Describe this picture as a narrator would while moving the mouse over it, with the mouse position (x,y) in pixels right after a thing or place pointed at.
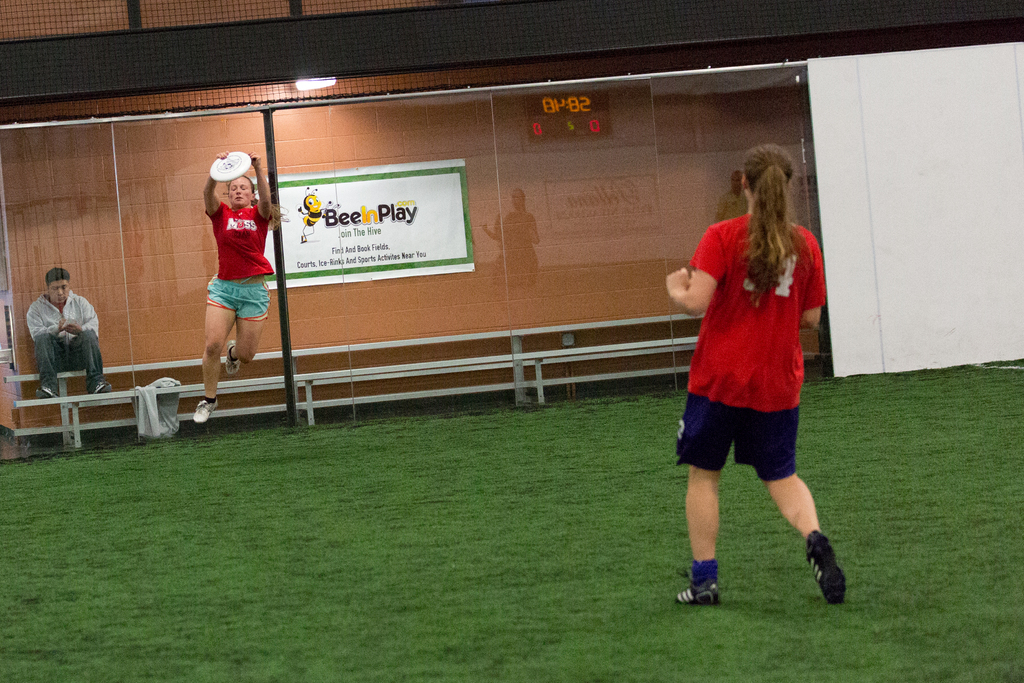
This woman (243,221) is in the air and holding a disc (243,152). Banner (431,214) is on the wall (501,218). On this glass (612,138) there is a reflection (586,120) of digital scoreboard (566,94). This person (58,319) is sitting on a bench (339,383). Front this woman (776,381) is standing on grass (663,543).
